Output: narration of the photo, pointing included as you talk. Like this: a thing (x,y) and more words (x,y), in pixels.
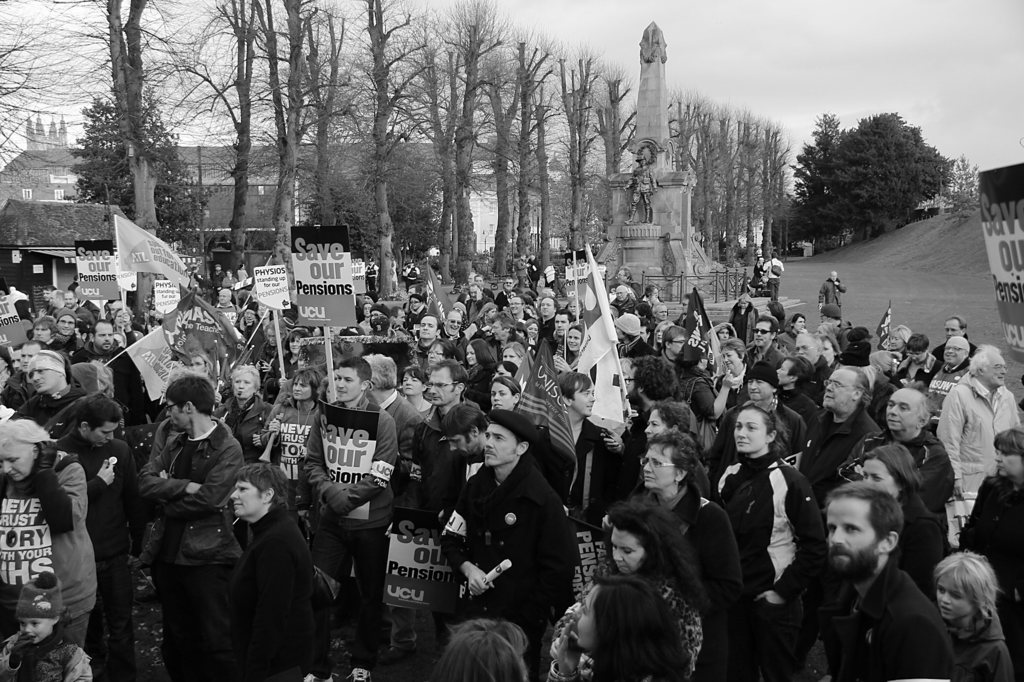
In this image, we can see people (379,504), some of them are holding boards (270,272) and some of them are holding bags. In the background (549,166), there are trees (155,163), buildings (359,190) and there is a pillar (688,255).
